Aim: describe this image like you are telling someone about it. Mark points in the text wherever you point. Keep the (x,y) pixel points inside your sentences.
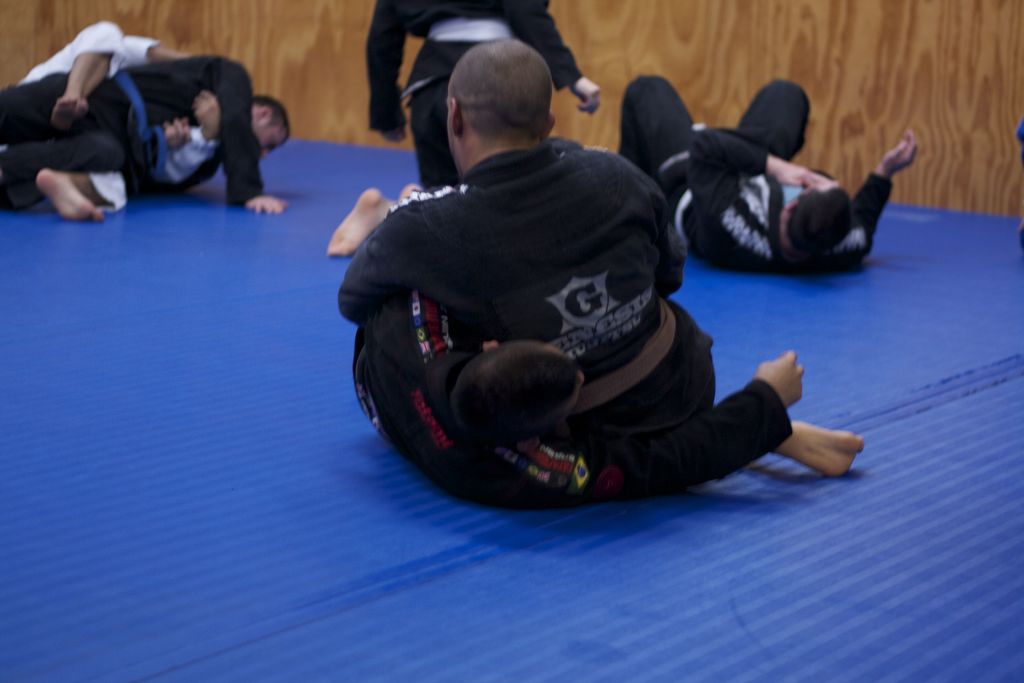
In this image there is a person (717,449) lying on the floor (480,564) is having a person (560,246) beside to him. He is leaning into him. Beside there is a person (726,176) lying on the floor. A person (476,6) is standing. There are two persons (63,185) at the left side of image (15,182). Behind them there is a wooden wall (309,94).
